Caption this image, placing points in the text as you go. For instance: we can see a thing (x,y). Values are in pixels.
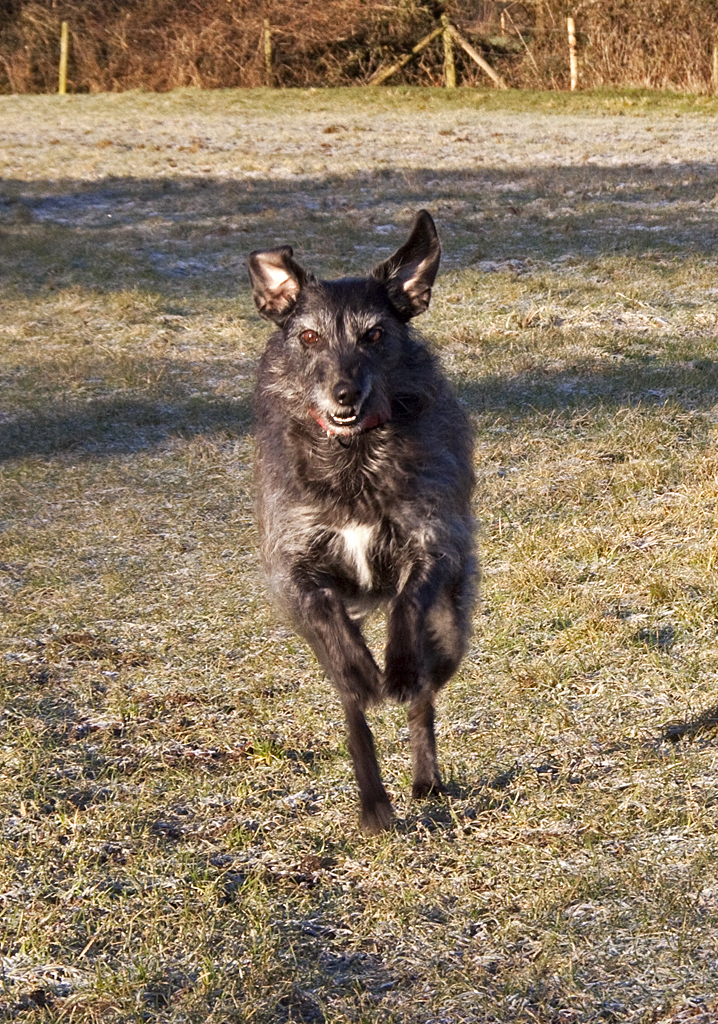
The picture consists of an animal (307,503) and grass (167,277). In the background (242,41) there are trees (287,69) and fencing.
